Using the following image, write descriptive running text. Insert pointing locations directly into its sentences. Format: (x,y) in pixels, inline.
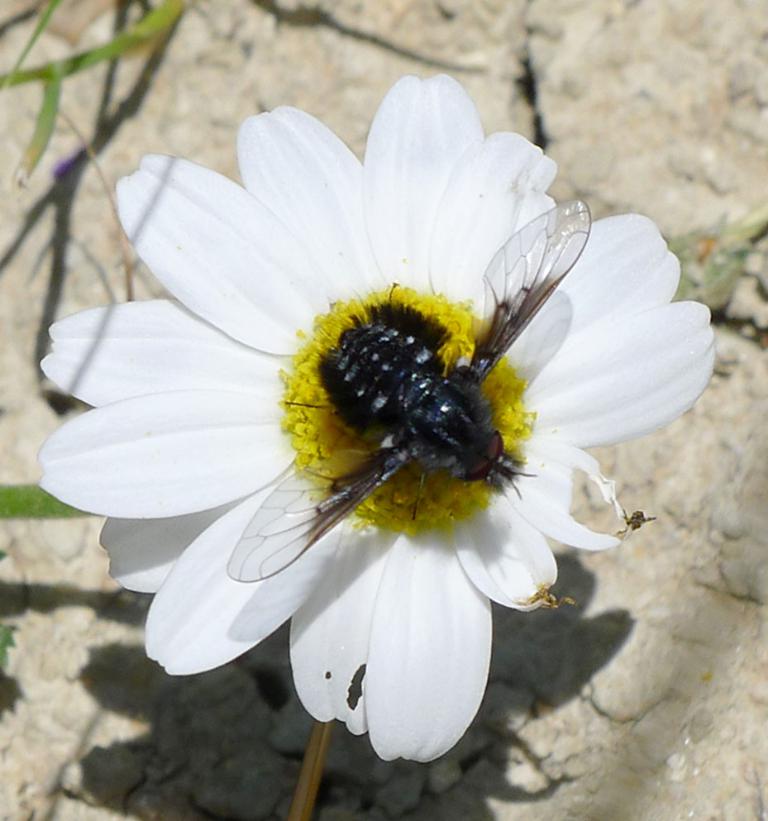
In this image, we can see a white flower (313,563) with fly (492,466) and stem (313,768).
